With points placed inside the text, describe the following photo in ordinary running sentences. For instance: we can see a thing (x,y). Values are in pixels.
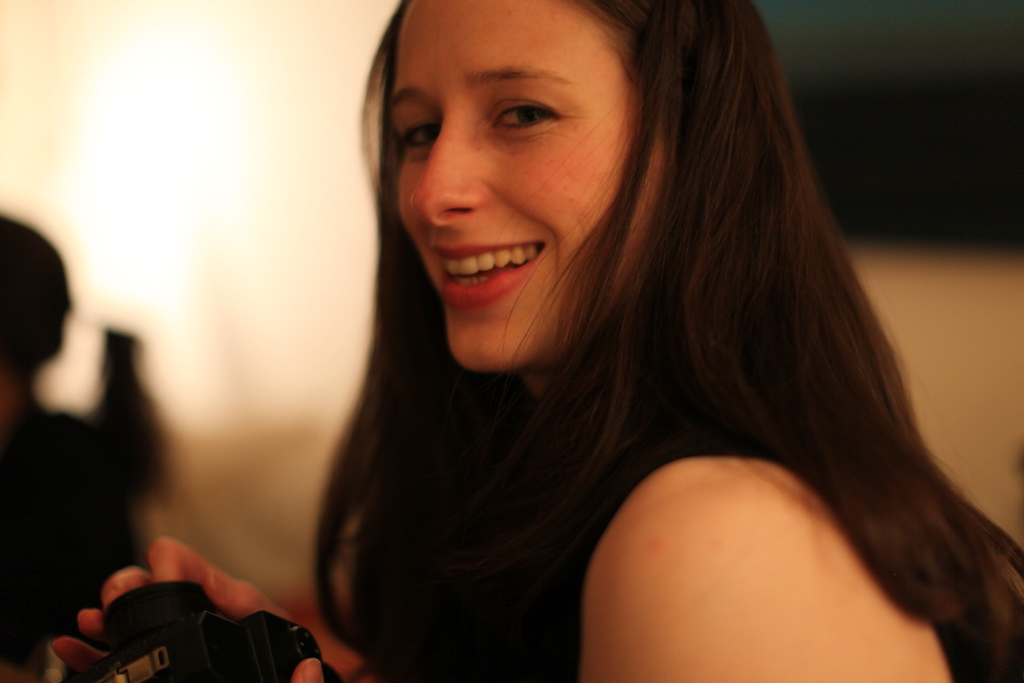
A woman (519,362) is smiling and holding a camera (195,636).
